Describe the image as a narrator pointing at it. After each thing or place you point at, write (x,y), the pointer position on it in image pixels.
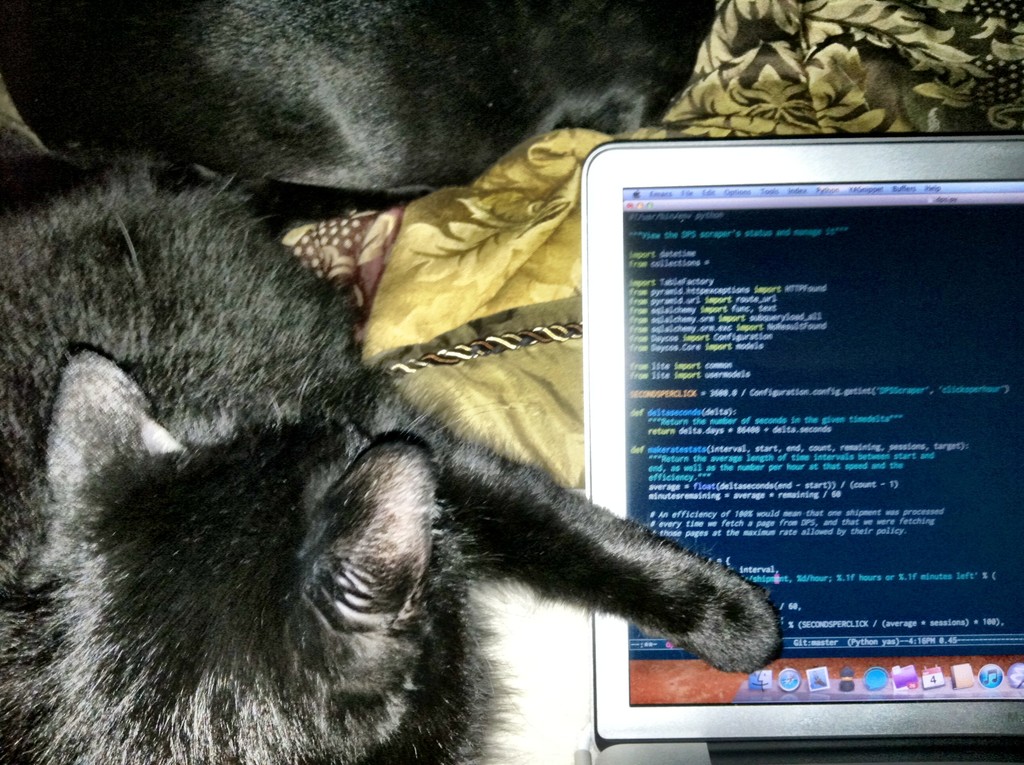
This image consists of two pets (8,618) in black color. On the right (760,481), there is a laptop (733,369). At the bottom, there is a bed (428,308) along with bed sheets (481,311).
